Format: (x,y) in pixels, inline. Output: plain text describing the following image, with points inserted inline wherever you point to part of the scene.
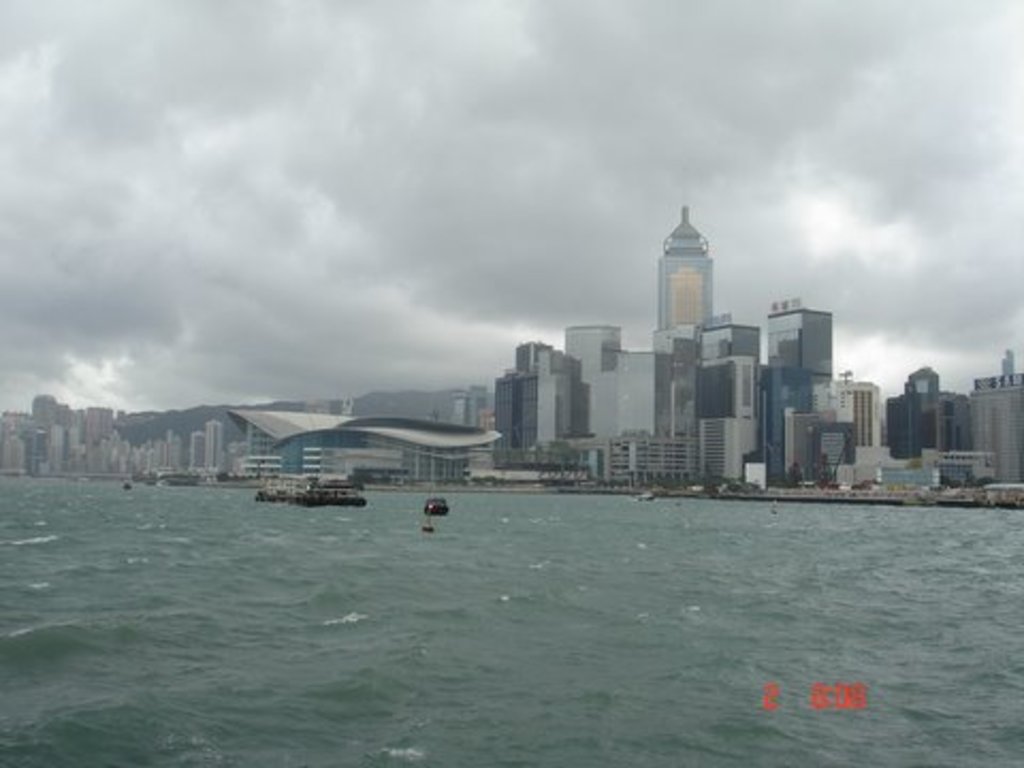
In this image I can see ships (272,501) on the water (664,590). There are buildings (686,439) and trees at the back (774,455). There is sky (356,217) at the top (291,190).
